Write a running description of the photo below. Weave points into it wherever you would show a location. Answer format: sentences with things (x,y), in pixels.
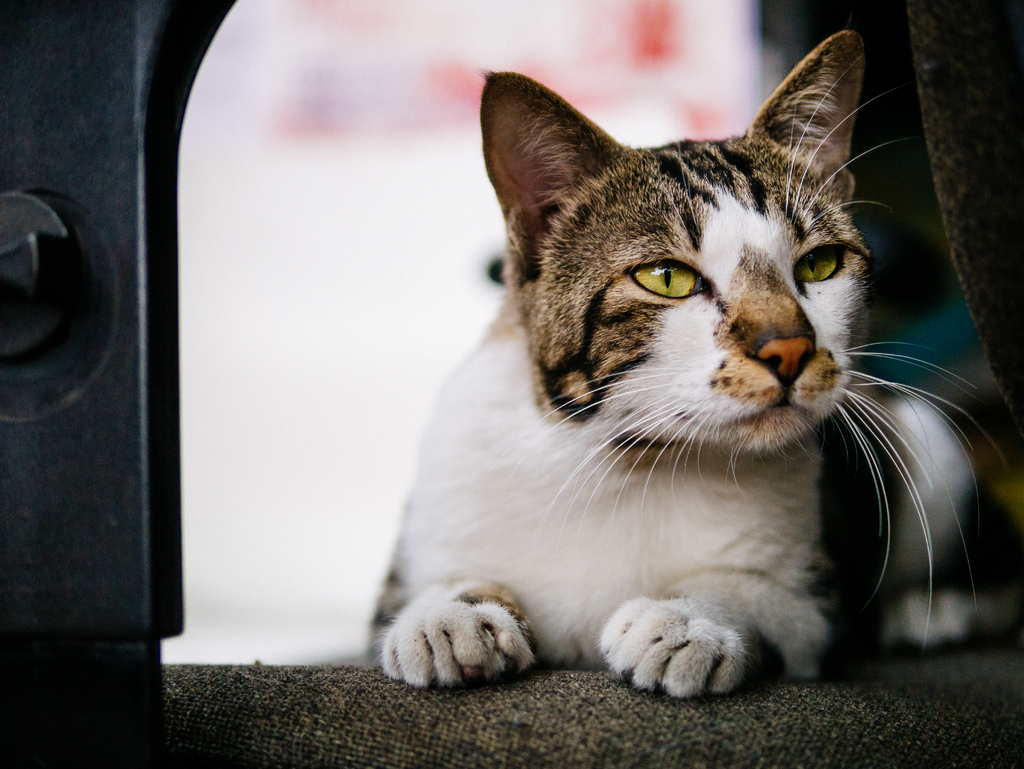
In the picture we can see a cat (563,542) sitting on the mat surface (876,712), the cat (554,551) is white in color with some black lines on it.
